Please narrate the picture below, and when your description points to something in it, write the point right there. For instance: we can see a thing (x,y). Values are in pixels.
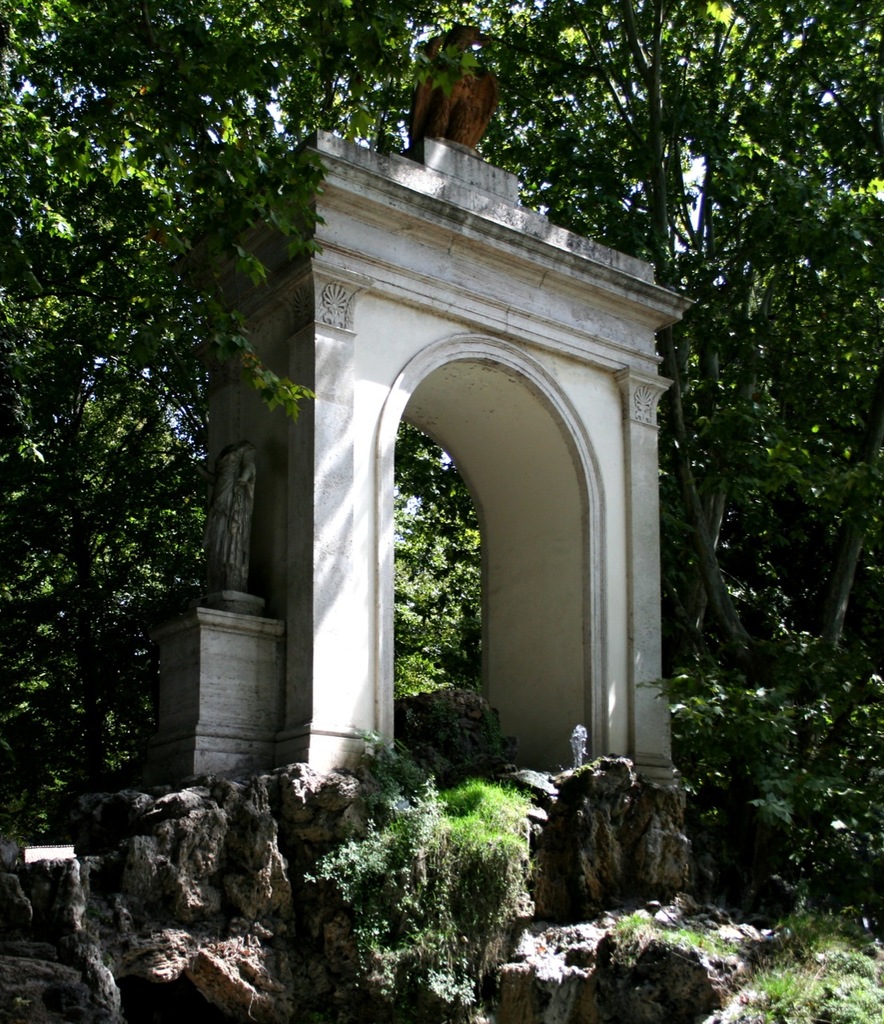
In this image I can see a arch (412,265) which is white and black in color and on the arch (505,278) I can see a brown colored object (469,122). I can see a rocky surface (289,872) below the arch (348,440) and in the background (149,634) I can see few trees (308,183) and the sky (698,169).
